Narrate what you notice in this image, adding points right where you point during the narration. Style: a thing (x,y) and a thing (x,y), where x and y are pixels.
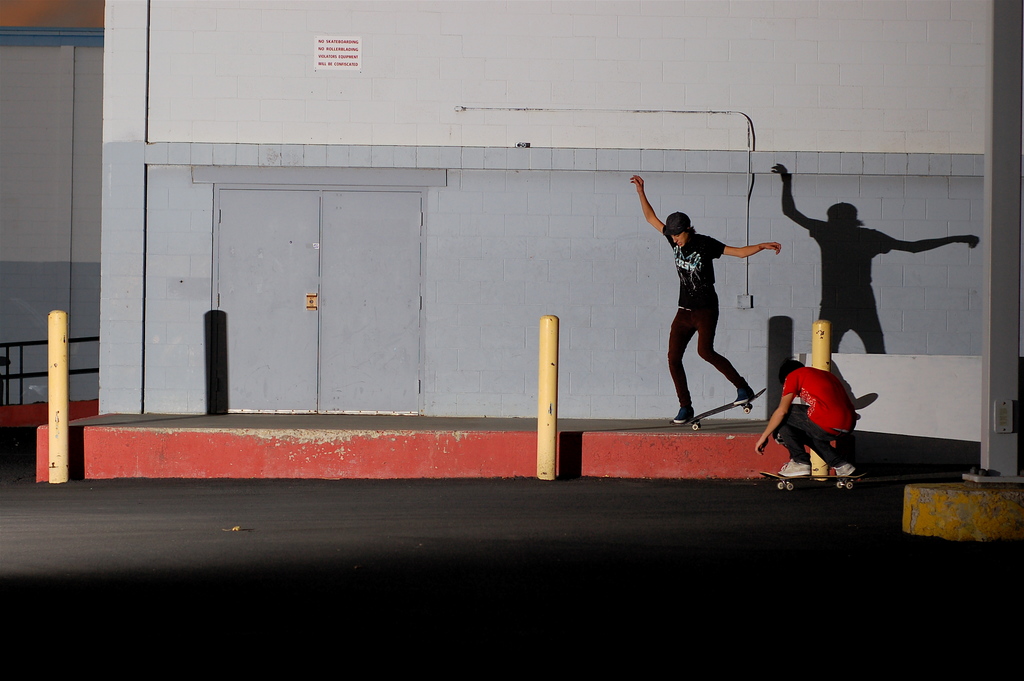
In this image I can see two people (828,460) with the skateboards (777,474). These people (797,455) are wearing the different color dresses (792,420) I can see one person (683,282) with the cap (678,233). I can see the poles (817,466) and there is a paper (341,50) to the wall (429,195).
